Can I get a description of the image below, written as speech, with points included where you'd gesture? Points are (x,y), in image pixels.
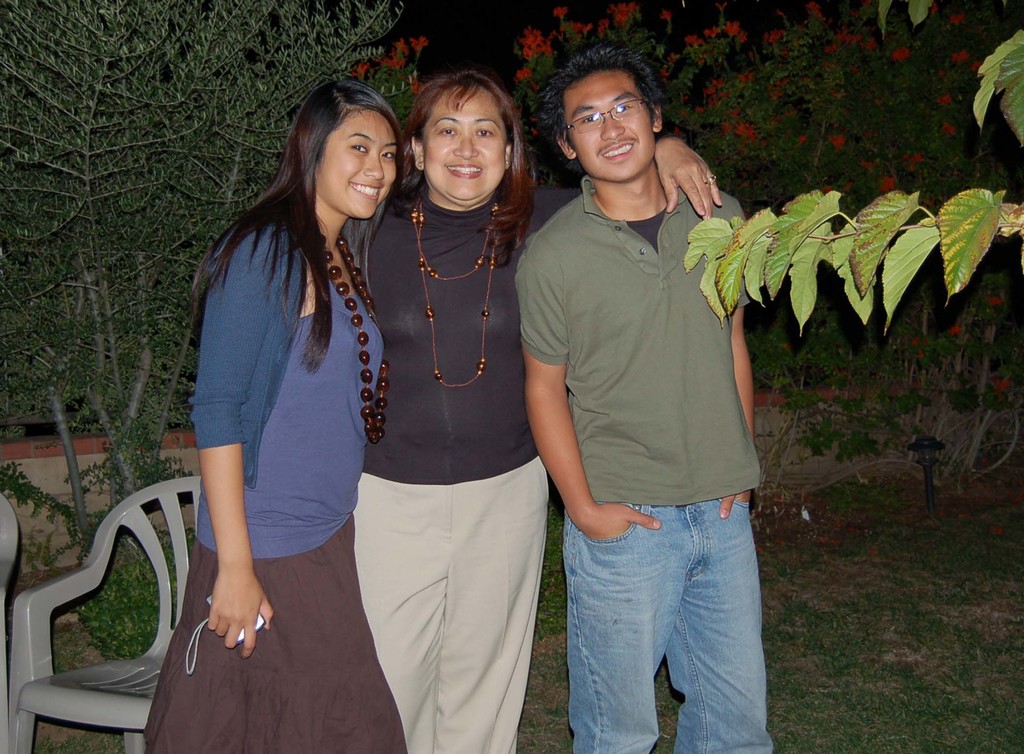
In this picture we can see two woman (413,279) and one man (559,103) standing and smiling and here man (600,227) wore spectacle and this woman (292,497) holding camera (251,620) in her hands (223,626) and in background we can see chair (175,528), trees (142,438), wall (127,477).
